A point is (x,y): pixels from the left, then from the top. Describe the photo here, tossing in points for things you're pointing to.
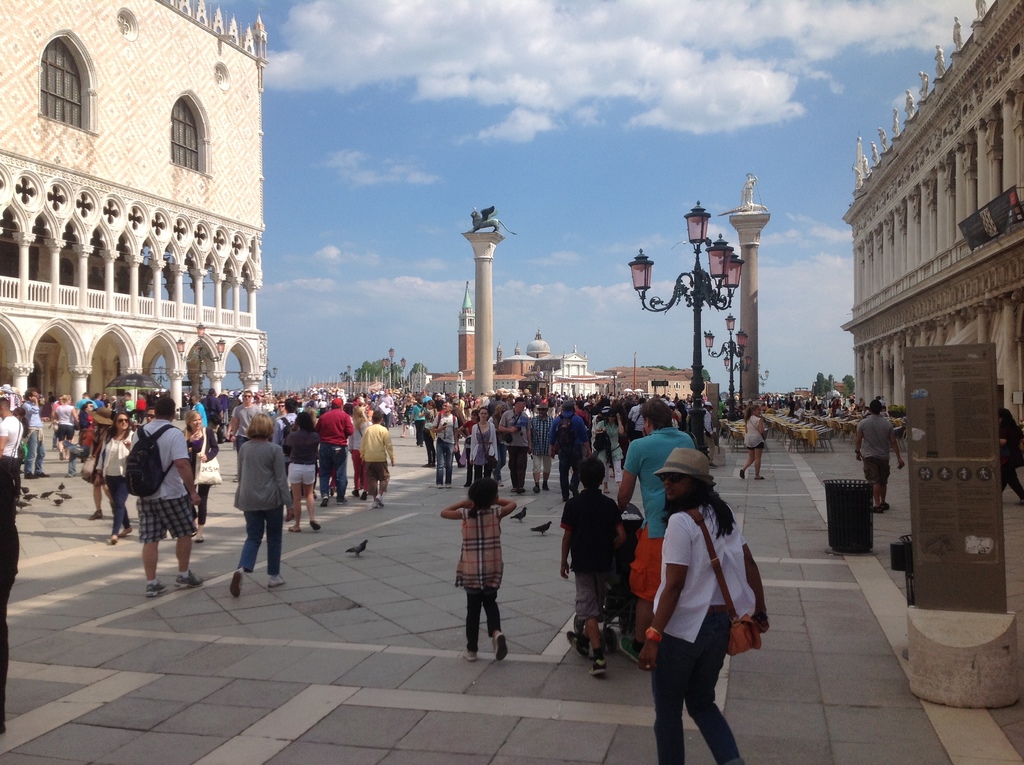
In the center of the image (484,361) we can see a pillar (478,270) and statue (478,229). On the right side of the image (695,276) we can see a light pole (641,281), a statue pillar (748,277), building (871,292), chairs (791,435) and group of persons (824,410). On the left side of the image (233,178) we can see a building (82,190), group of persons (117,421), umbrella (135,388). In the background (306,366) there is a church (495,369), sky (472,253) and clouds (530,82).
